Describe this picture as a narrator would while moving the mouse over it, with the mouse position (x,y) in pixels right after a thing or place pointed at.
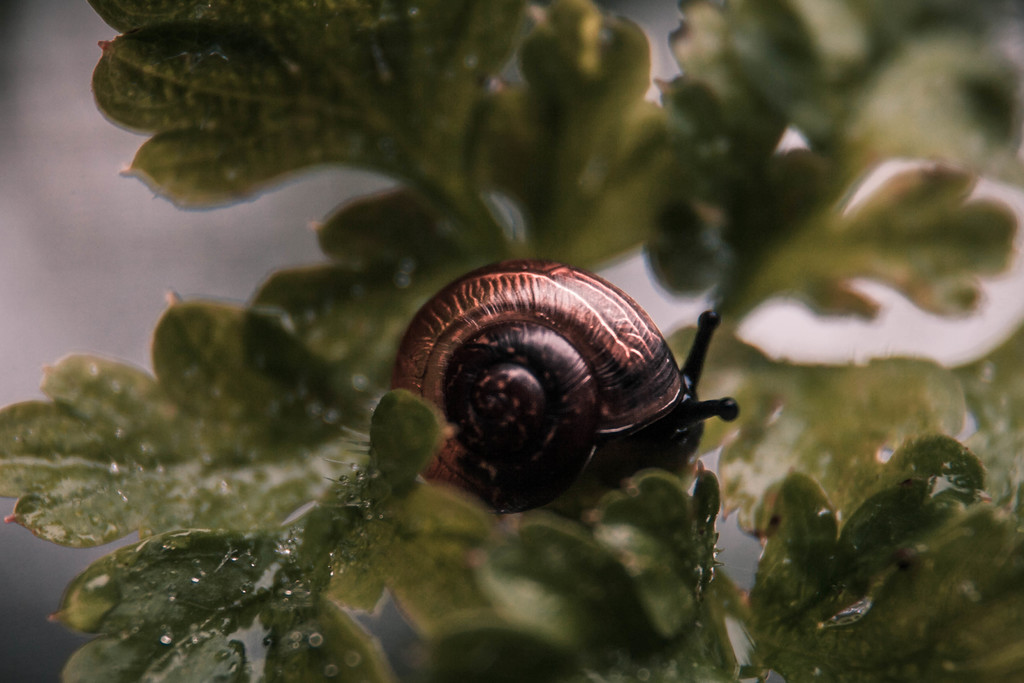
This image consists of a snail (523,447) in brown color. It is on a leaf (694,586). The leaves (272,462) are in green color. And there are water droplets (268,641) on the leaf (106,579). The background (137,228) is blurred.
